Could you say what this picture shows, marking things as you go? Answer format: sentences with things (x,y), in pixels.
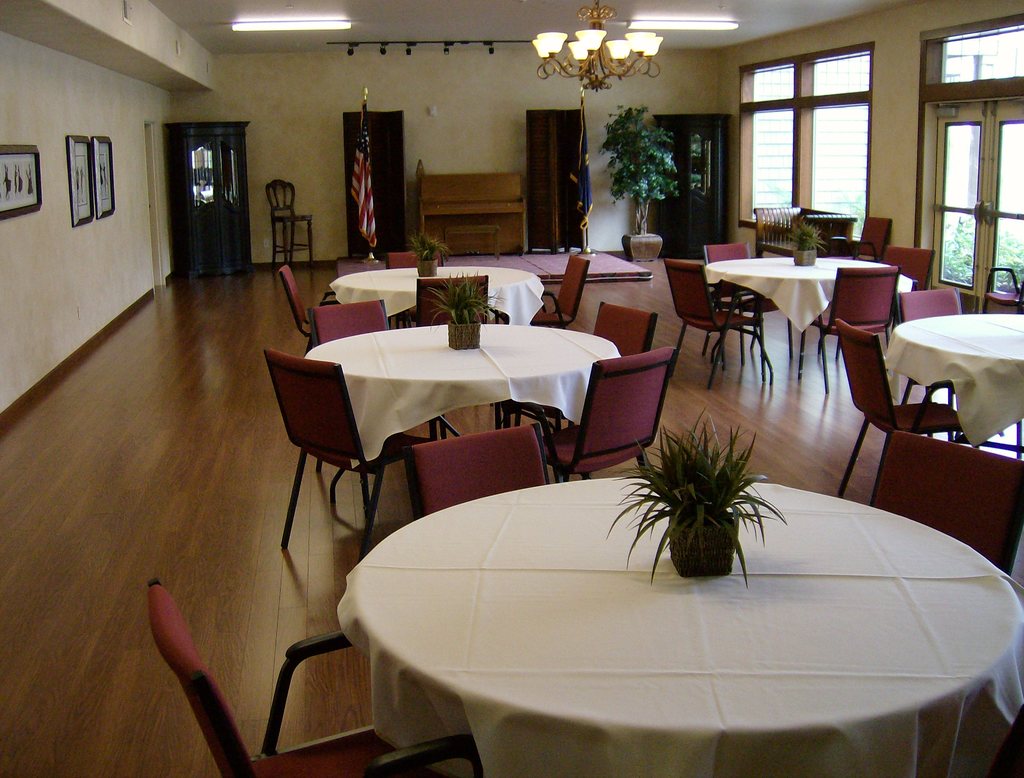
This picture shows a room (189,483) in which there are number of tables (650,578) on which flower pots (690,493) were placed. Around the tables (357,647) there are some chairs (616,408) all over the room (878,419). In the background (598,228) there are two flags (367,190) and a wall (463,159) here. We can observe a chandelier (584,61) too.
